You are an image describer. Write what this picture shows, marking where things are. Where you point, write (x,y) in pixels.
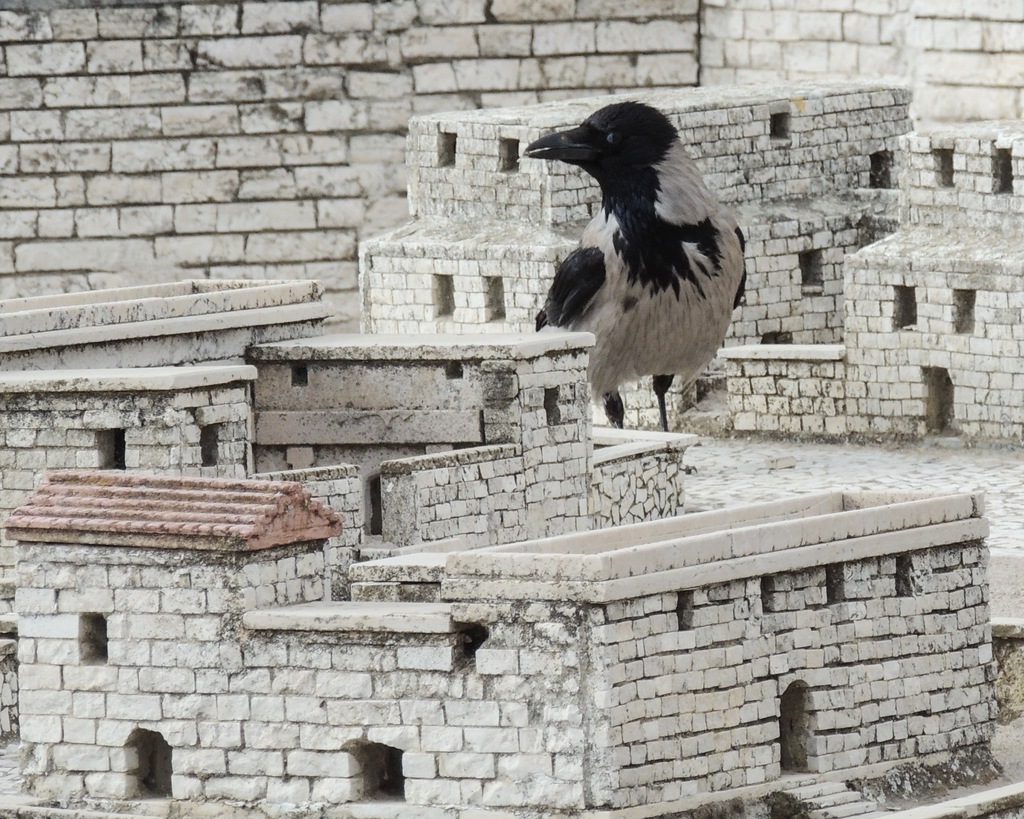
In this image, we can see few small houses (513,548) and bird (683,319). Background (928,32) there is a brick wall (394,67).
